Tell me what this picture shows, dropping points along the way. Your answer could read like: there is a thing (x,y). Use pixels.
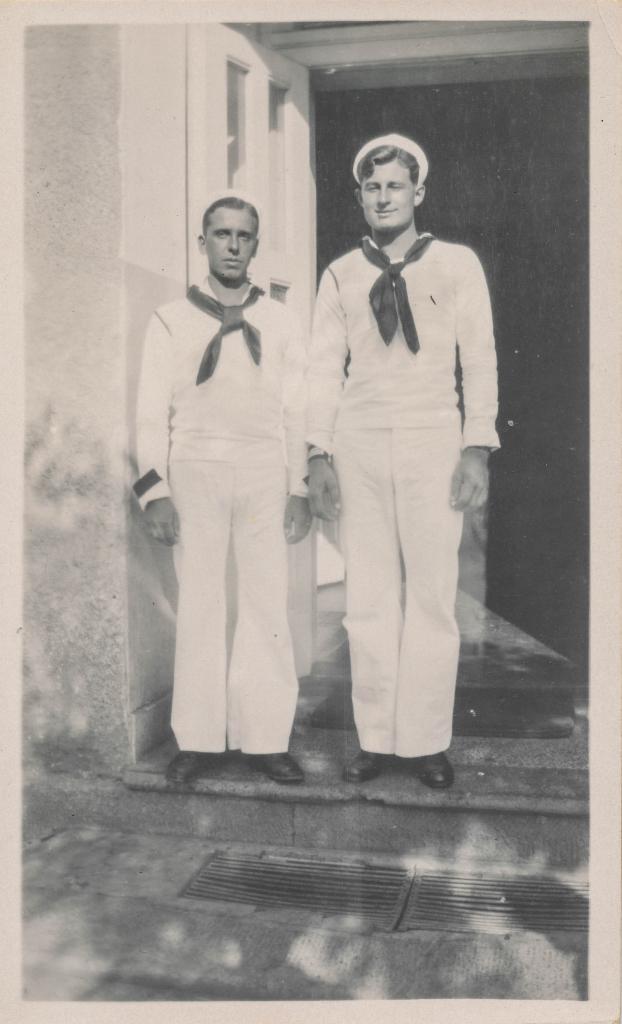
This is a black and white picture and in this picture we can see two men (262,315) wore caps (409,146), shoes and standing on the floor (502,659), grills (469,919), door (196,240), wall (46,375) and in the background (502,156) it is dark.
